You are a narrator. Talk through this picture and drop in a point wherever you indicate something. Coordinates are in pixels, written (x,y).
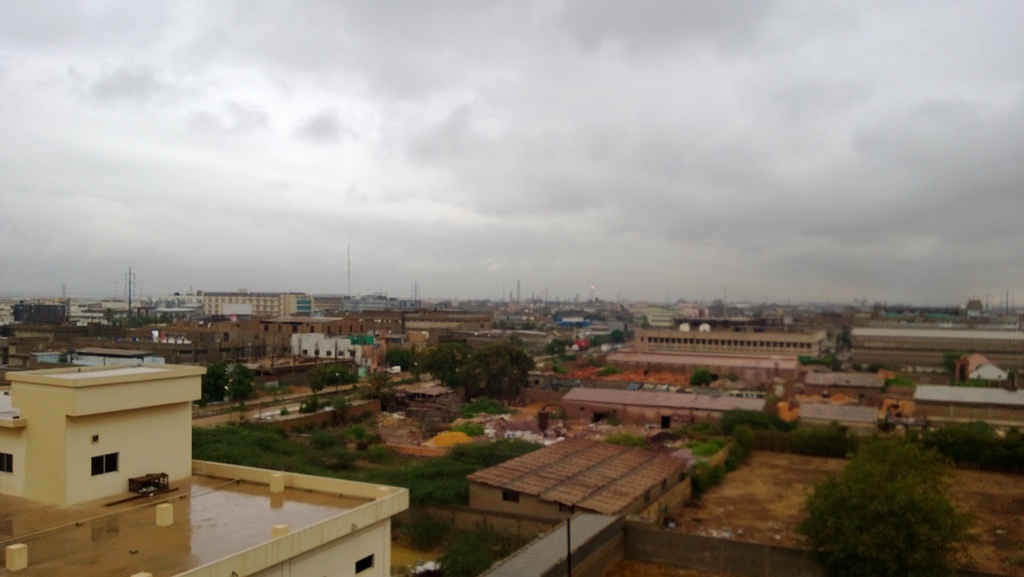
This is the overview of a city (354,355) where we can see buildings (824,391), poles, fence (592,542) and trees (526,357). At the top of the image (292,119), the sky (511,112) is covered with the clouds (575,146).
